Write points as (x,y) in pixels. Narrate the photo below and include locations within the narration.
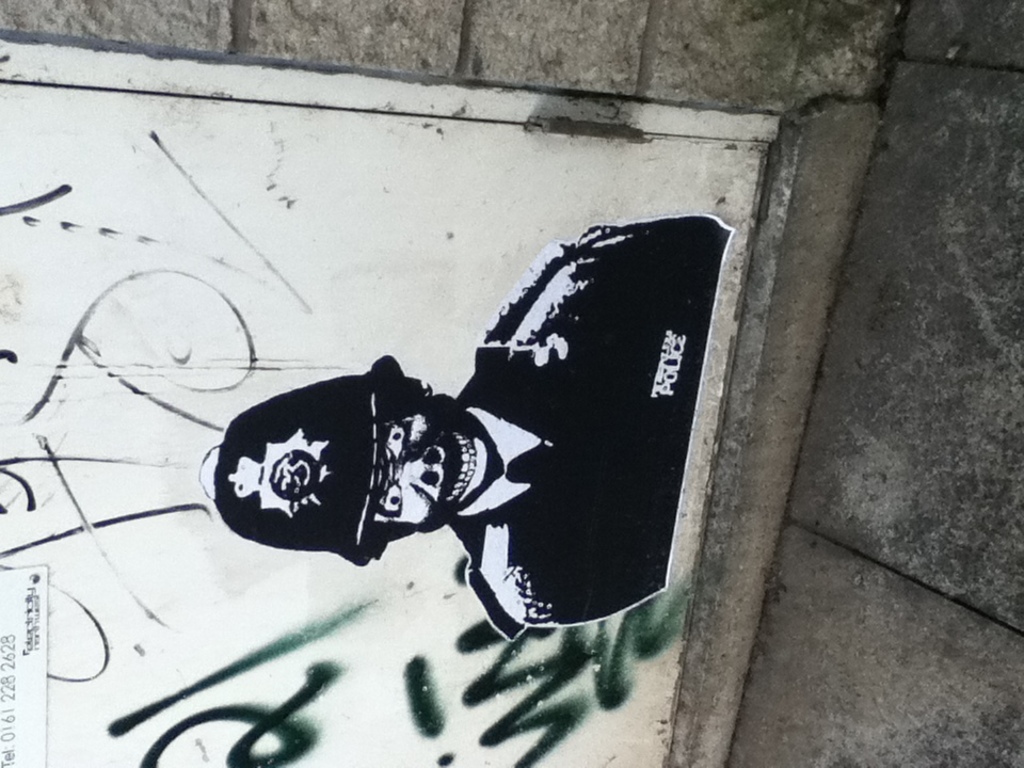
In this image on the door (499,287) there is a picture (383,467) of a person (278,426) and some text (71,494) and numbers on it, beside the door (517,218) there is a rock wall (601,67).
